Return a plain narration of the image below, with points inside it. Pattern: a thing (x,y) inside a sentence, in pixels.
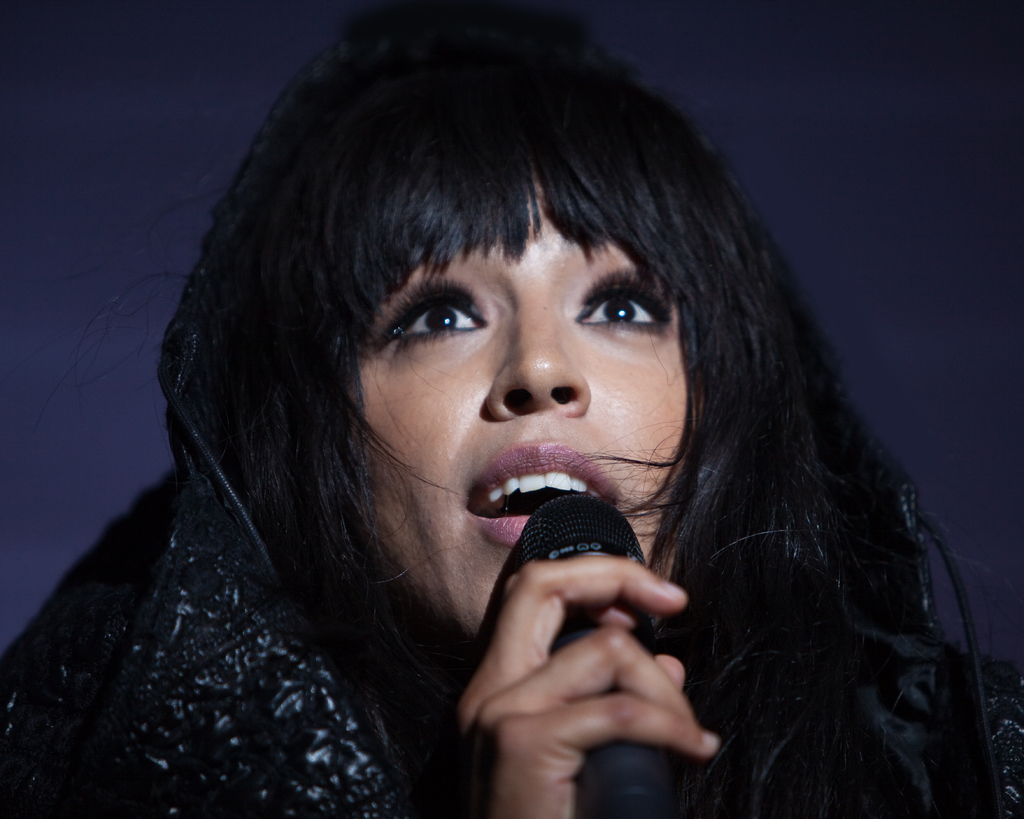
In this image I see a woman (317,460) who is holding a mic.
